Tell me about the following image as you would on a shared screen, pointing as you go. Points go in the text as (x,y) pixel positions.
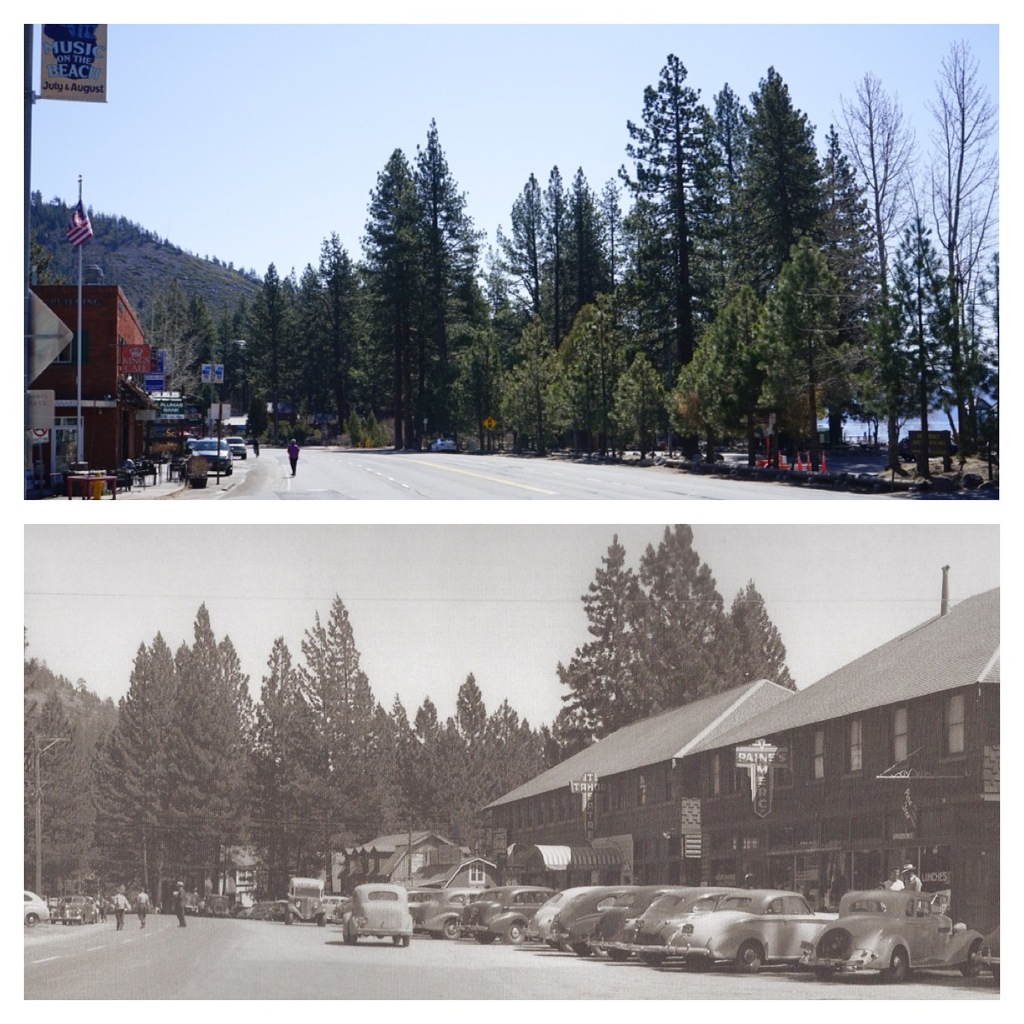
I can see this is a collage picture of two images. One image is normal and another one is in black and white. There are trees (349,325), few people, buildings (82,336), vehicles (612,905), name boards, there is a hill (136,244), there is a flag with pole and in the background (439,566) there is sky (407,686) in two images.
